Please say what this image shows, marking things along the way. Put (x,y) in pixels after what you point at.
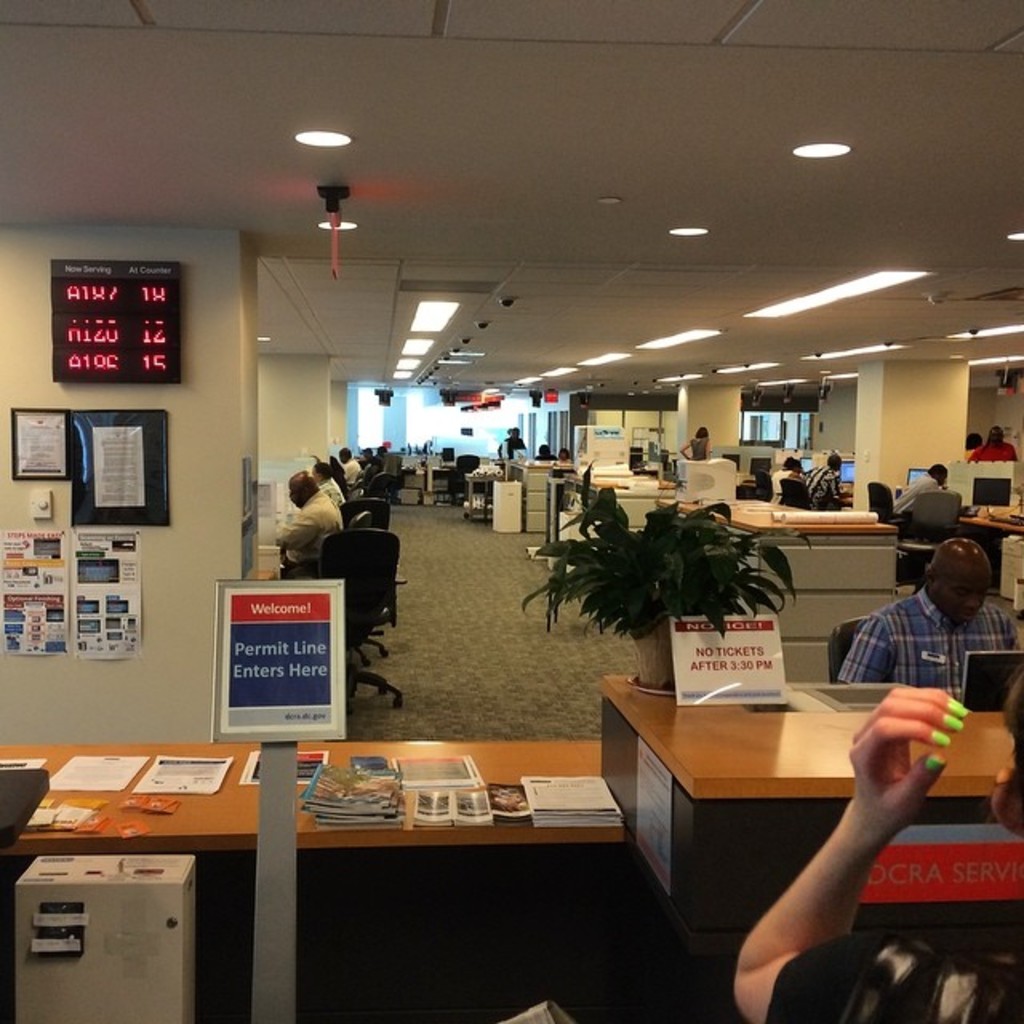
In this picture there are group of people (320,500) who are sitting on the chair (357,506). There is a paper (214,773), books (318,825) on the table (121,799). There is a flower pot (658,563). There is a laptop (998,673). There are few posters (126,601) on the wall (145,657). There is a light (350,140). There is a computer (723,483) and a device (159,350).
